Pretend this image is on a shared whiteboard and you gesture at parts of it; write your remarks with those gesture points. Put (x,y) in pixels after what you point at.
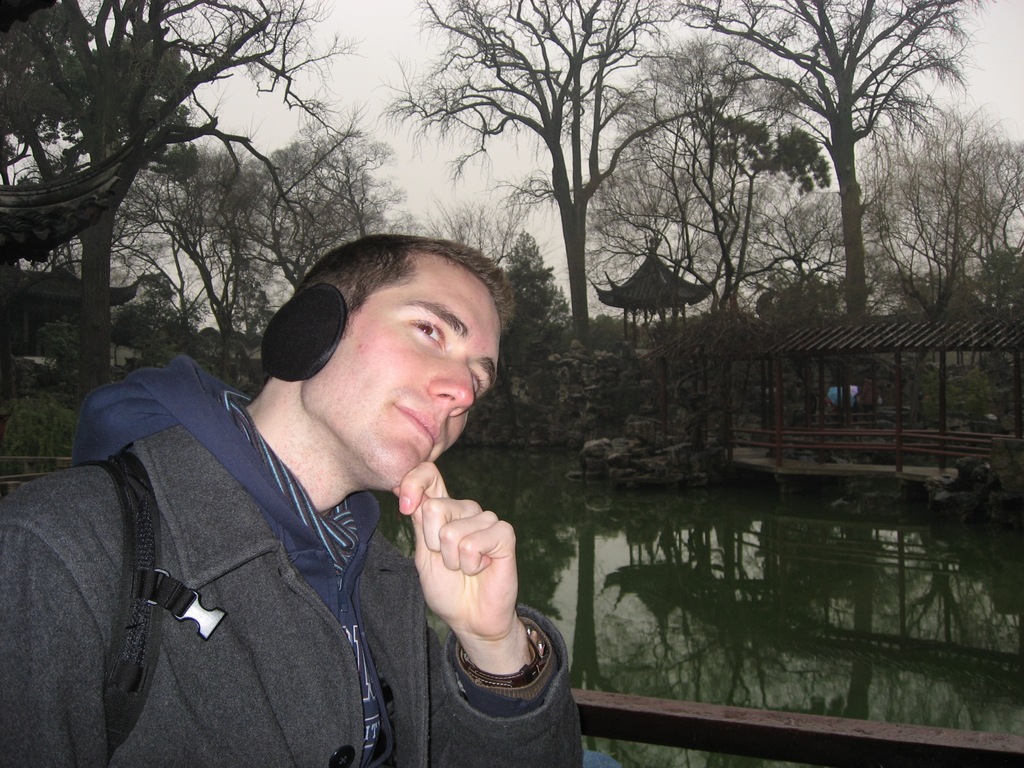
There is a person (267,502) wearing a jacket (338,636), watch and ear warmer (317,354). Near to him there is water (730,547), trees (706,409), wooden sheds (898,426). In the background (400,170) there is sky (409,167).
